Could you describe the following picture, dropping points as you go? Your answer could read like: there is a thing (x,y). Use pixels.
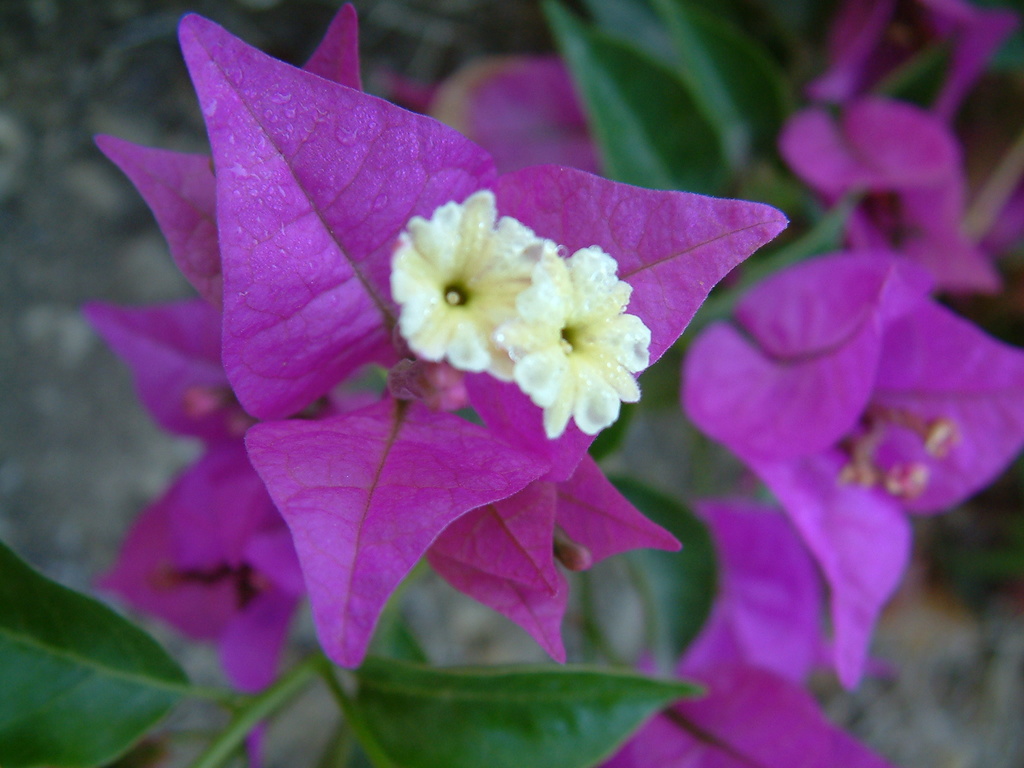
In this image I see the flowers (498,334) which are of pink and white in color and I see the green leaves (748,137) on the stems (335,689) and it is blurred in the background (998,634).
